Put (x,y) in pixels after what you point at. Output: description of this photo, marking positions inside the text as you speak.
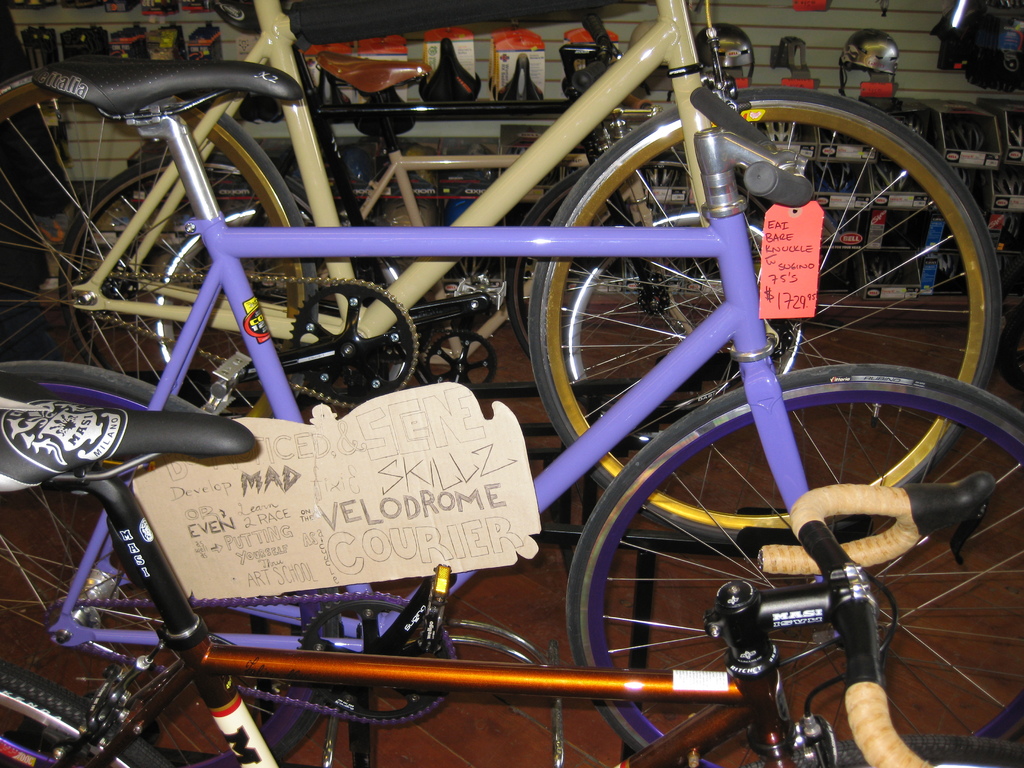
In this picture we can see bicycles (87,602) on the floor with a tag (780,207) and in the background (120,153) we can see helmets (872,59), wall (741,23).
